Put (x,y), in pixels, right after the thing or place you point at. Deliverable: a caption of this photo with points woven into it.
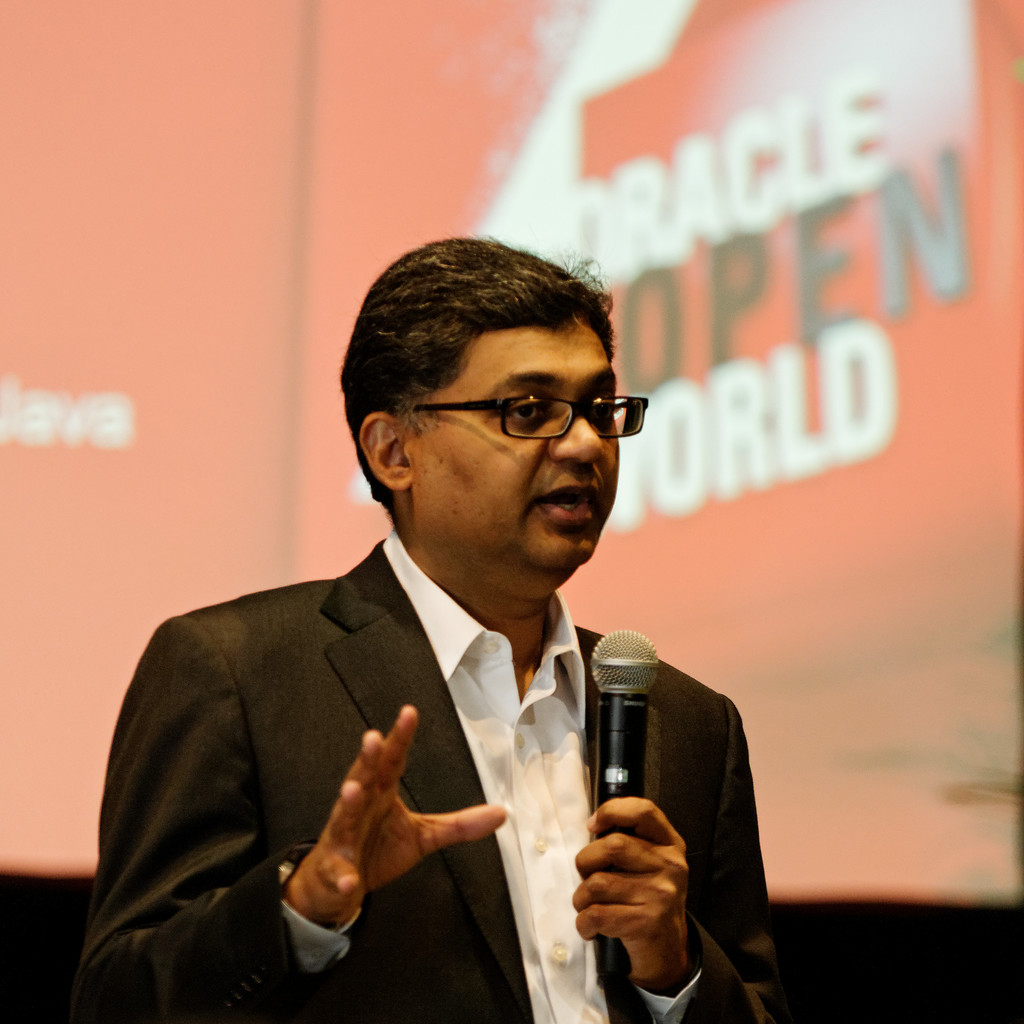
In this image I can see a person (704,732) holding a mike (641,676) and wearing a spectacle (503,401), in the background (343,226) I can see a orange color board (339,197), on the board (399,222) I can see a text (834,146).
